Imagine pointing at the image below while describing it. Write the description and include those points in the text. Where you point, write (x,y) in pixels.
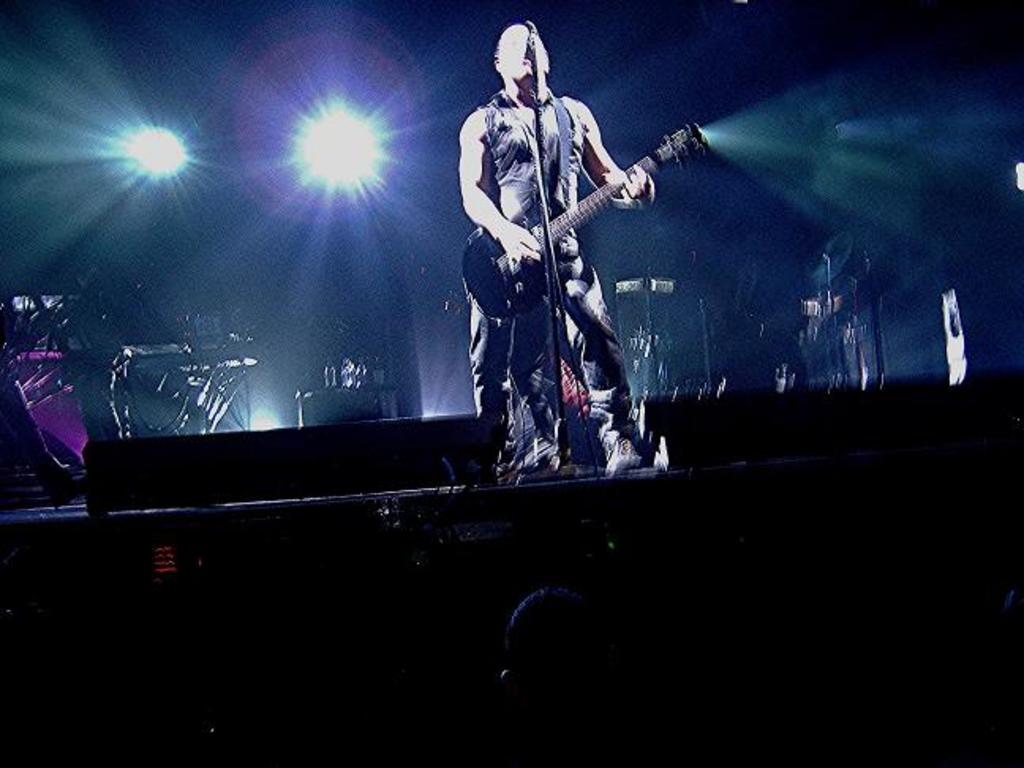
In this image we can see a man (525,160) is standing on the stage (574,513) and playing guitar (597,198). In front of him mic (533,55) is there. Background of the image (329,164) musical instruments (155,369) and light (342,159) is present.
